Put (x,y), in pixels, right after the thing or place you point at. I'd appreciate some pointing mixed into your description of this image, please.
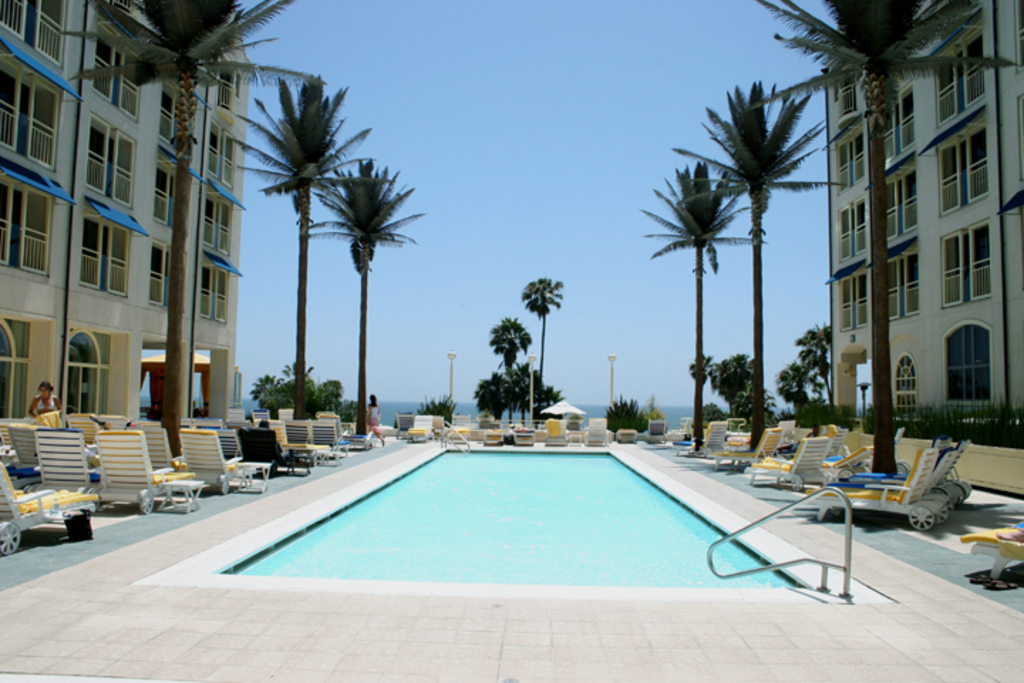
In this image, we can see a swimming pool (616,484) in between trees (366,300) and buildings (904,276). There are chairs (86,454) on the left (113,454) and on the right side of the image (808,441). There is a sky (590,61) at the top of the image (446,70).
